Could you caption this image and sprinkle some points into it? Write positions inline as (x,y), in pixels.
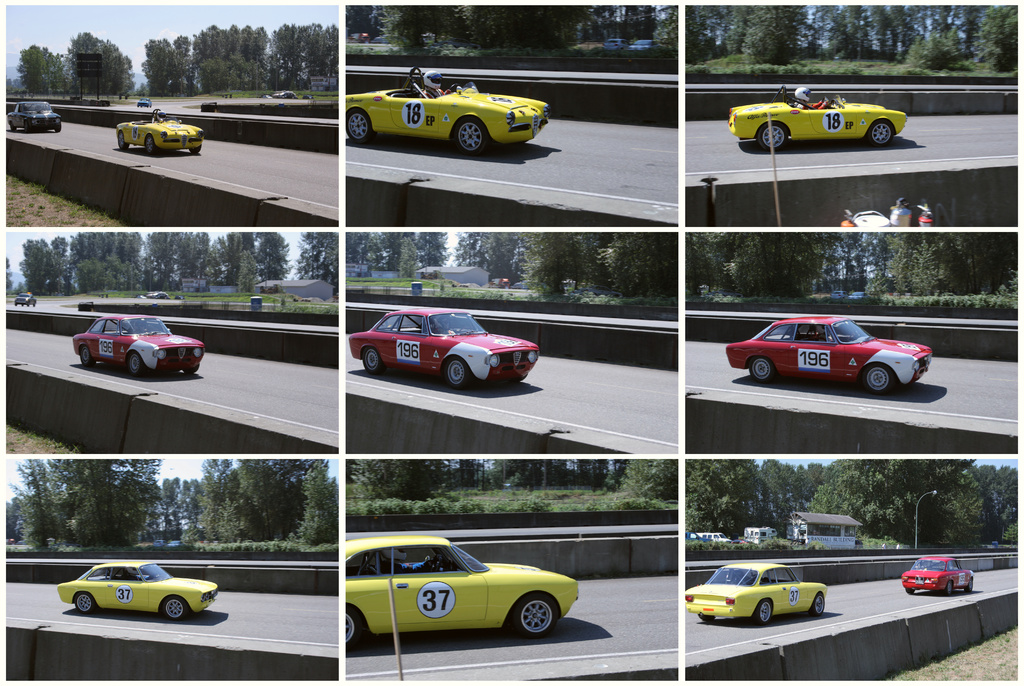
This is a collage image. In this image I can see nine pictures. In every picture, I can see the cars (125,359) on the road (255,382). In the background (275,510) there are many trees (731,489) and buildings (835,531). At the top of these pictures, I can see the sky (162,19).
